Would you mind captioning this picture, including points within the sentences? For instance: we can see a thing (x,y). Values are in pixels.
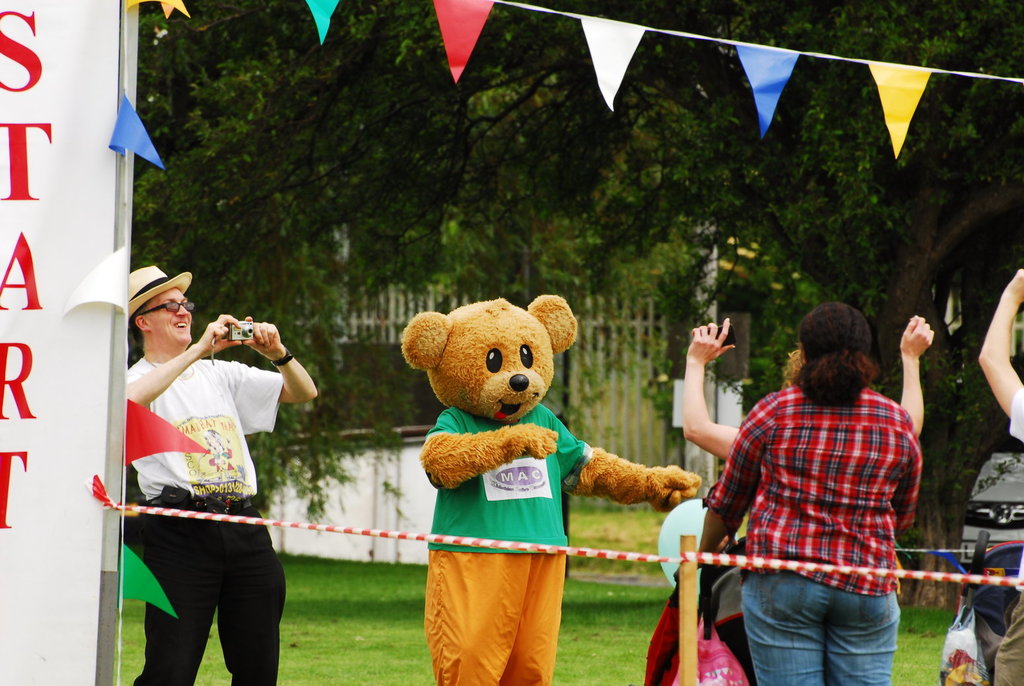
In this picture I can see group of people (772,610) standing, there is a mascot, a person (281,389) holding a camera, there is a rope (377,534) with a pole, there is a board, there are decorative flags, there are iron grilles (615,338) and in the background (633,231) there are trees (483,210).
